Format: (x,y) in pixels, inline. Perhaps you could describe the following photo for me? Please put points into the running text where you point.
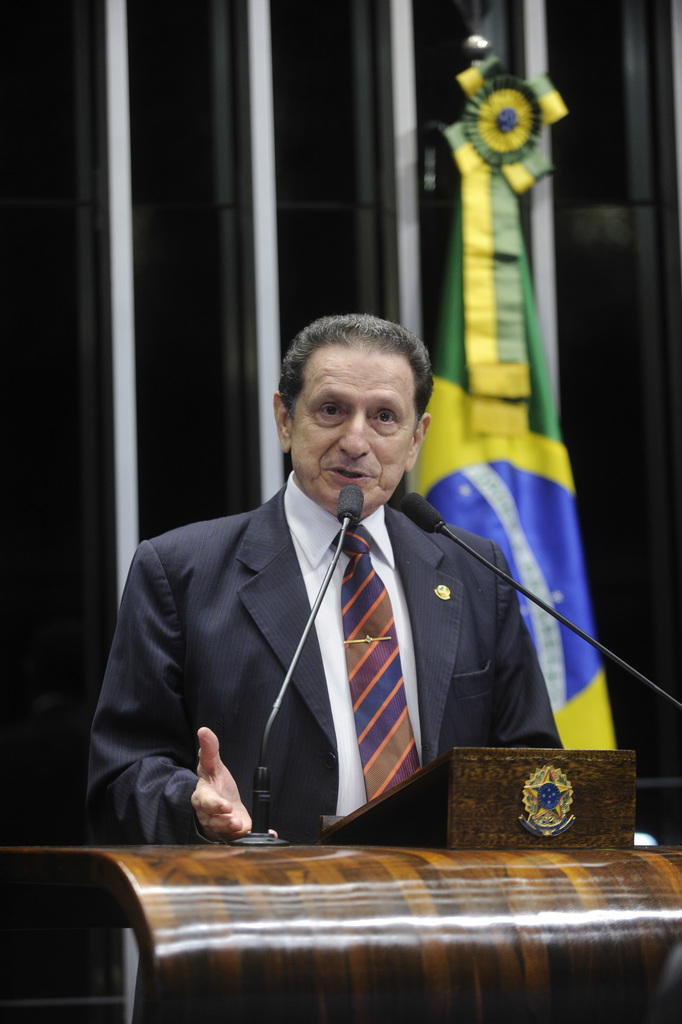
In this image I can see a man (295,694) is standing in front of a podium (424,893). The man (362,752) is wearing a tie (368,676), a shirt (329,620) and a black color coat (317,663). On the podium (473,905) I can see microphones (273,715) and other objects (473,814). In the background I can see a flag (487,342).
